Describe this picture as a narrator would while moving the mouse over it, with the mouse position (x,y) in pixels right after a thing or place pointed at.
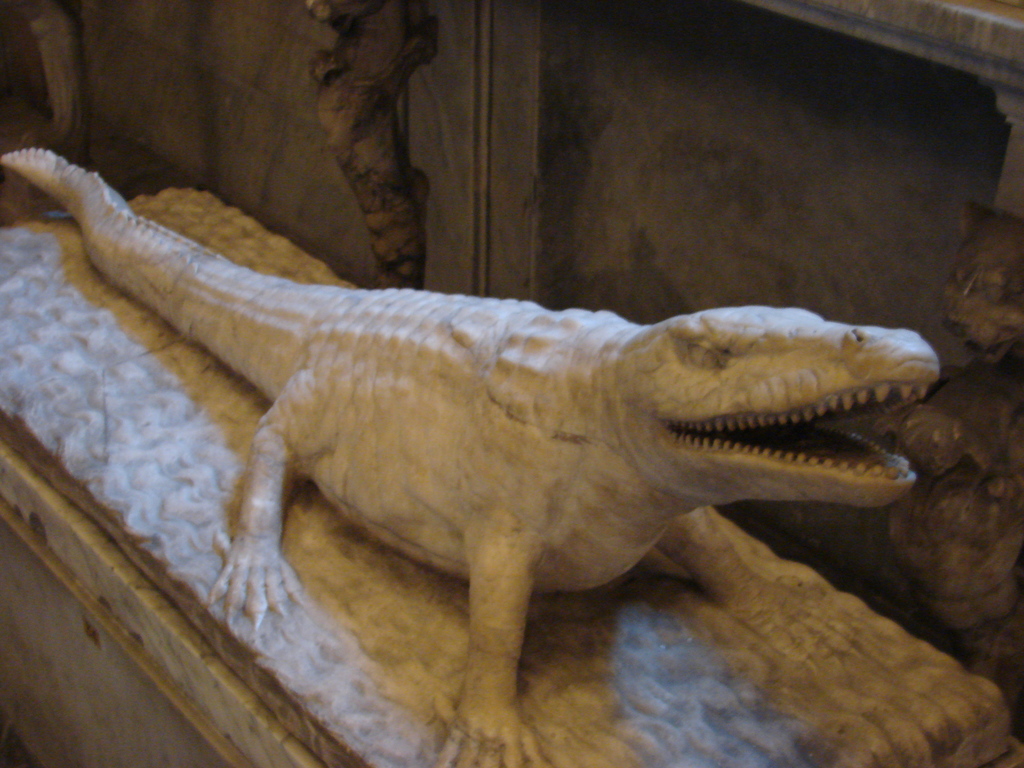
In this picture we can see a sculpture (555,479) of a crocodile (548,468), in the background (606,212) there is a wall (609,185).
